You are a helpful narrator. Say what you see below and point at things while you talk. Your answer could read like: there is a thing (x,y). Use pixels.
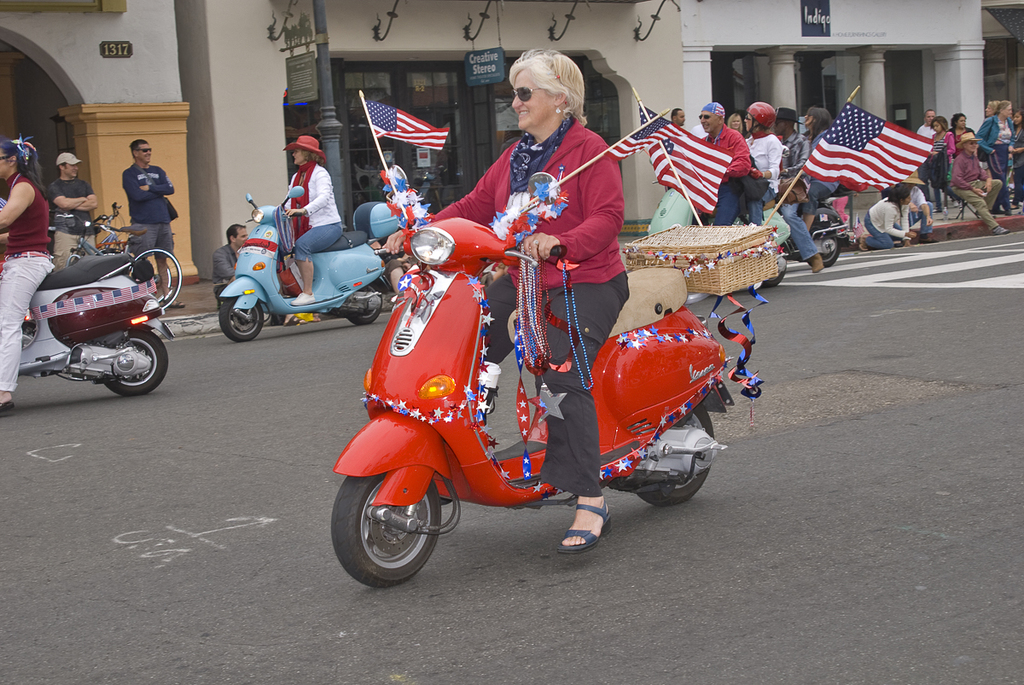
In this image i can see group of people (504,187) some are riding the scooter (443,366) by holding the flags (657,139) on the road (856,494) few people (141,219) are standing on the footpath (183,317) at the back ground (162,49) i can see a store (377,87), a building (421,84) and a board (480,72).
